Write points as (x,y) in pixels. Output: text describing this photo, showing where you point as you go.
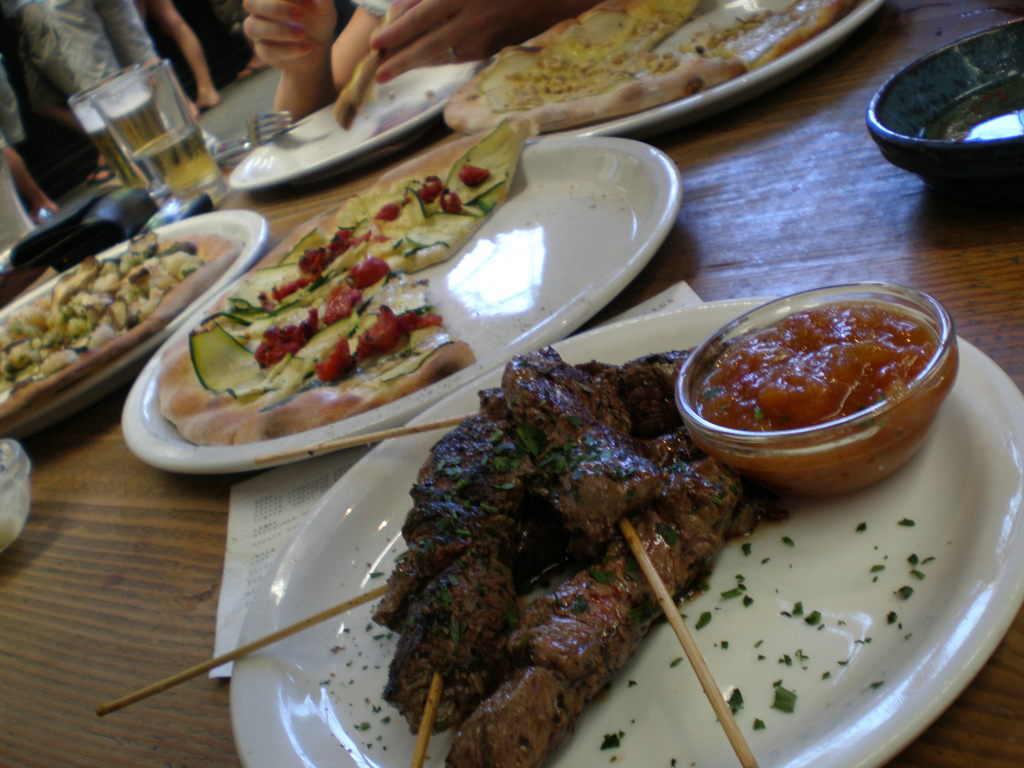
In this image we can see plates (569,217), bowls (770,461), glasses (100,127), fork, food items (60,330) and an object (136,224) on the wooden surface (809,215). We can see people (419,22) in the left top of the image (48,36). We can see a paper (255,542) on the wooden surface (159,602).
